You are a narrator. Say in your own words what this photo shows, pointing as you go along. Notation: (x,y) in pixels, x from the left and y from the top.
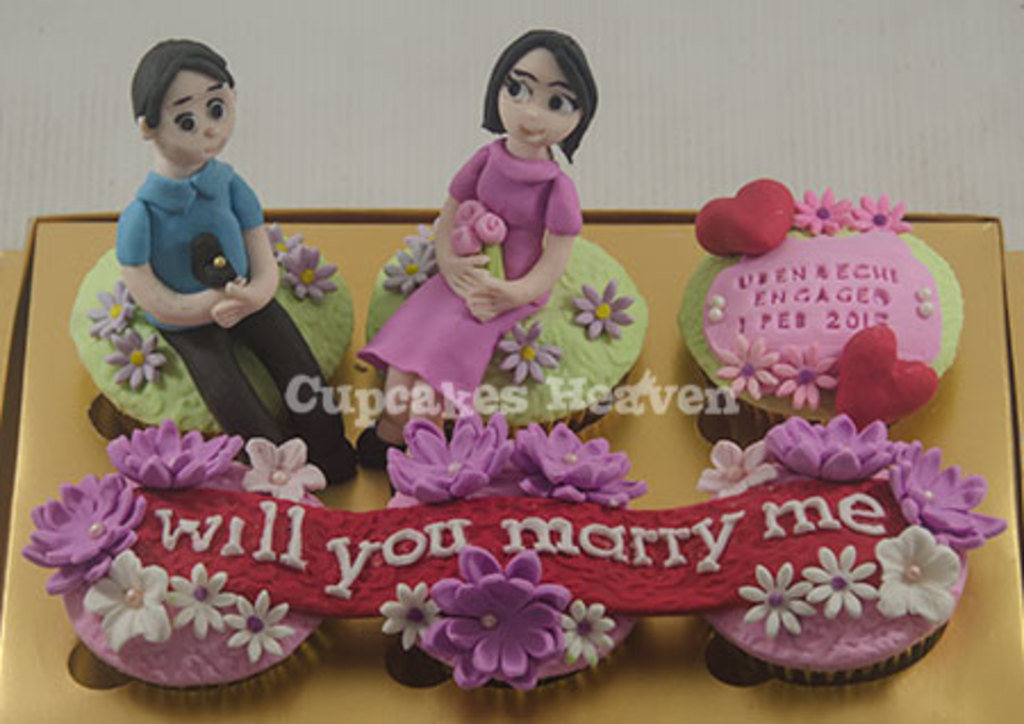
In this image I can see few cupcakes (407,573) which are red, white, pink and green in color and on them I can see few toys (265,303) which are in the shape of a person and are made with edible items (490,271). I can see they are on the gold colored object (950,453) and the white colored background (907,83).
